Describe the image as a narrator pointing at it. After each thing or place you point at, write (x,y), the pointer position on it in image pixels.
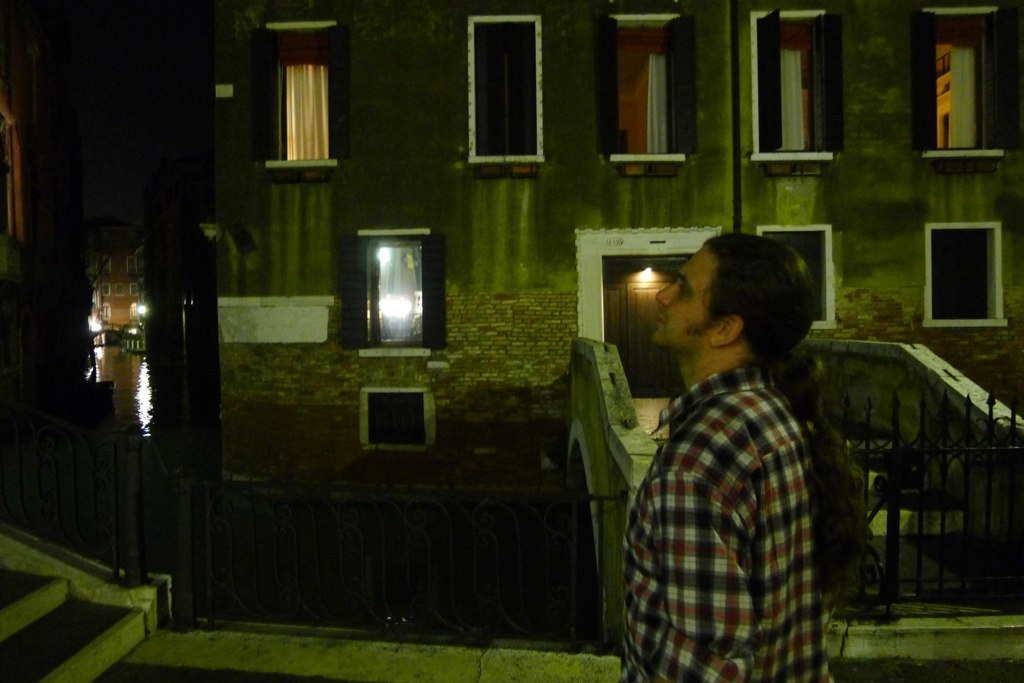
There is a person (772,627) in a shirt (772,627) standing. On the left side (15,629), there are steps (103,660). In the background (611,441), there is a building (480,235) having glass windows (629,83), a bridge (600,431) on a lake (328,538). And the background (83,11) is dark in color.
